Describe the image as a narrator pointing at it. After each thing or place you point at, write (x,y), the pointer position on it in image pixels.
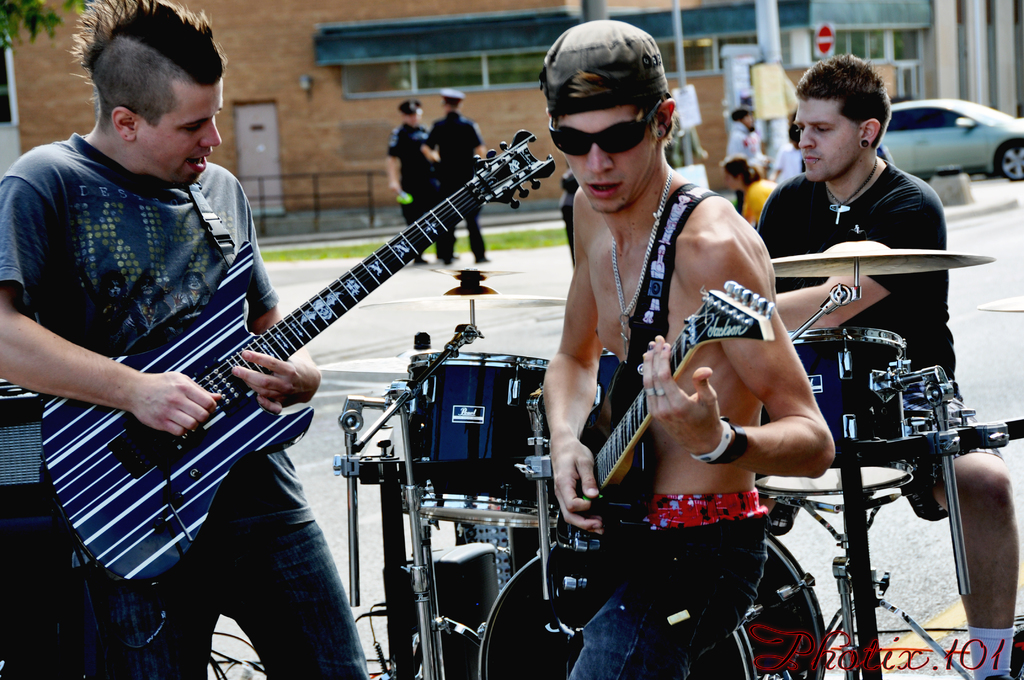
In this image there are three person (762,457) playing a musical instruments (134,442). At the background (387,105) we can see a building (982,85) and a car (960,113).
